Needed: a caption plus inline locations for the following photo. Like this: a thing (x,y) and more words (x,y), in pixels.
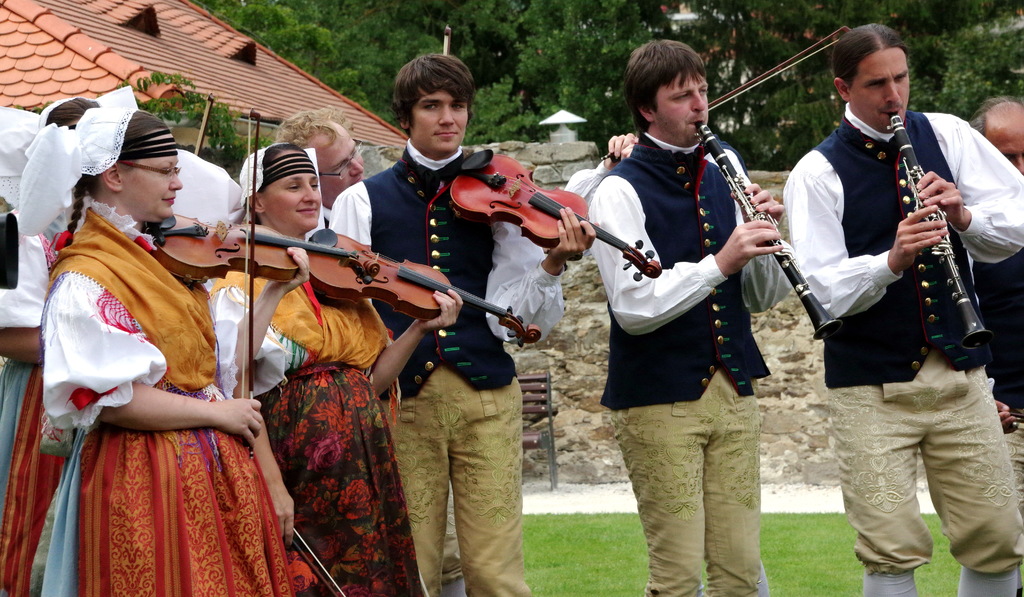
To the left side (270,333) there are two ladies (348,331) wearing a frock (269,350) and playing a violin (329,268). And to the right side (970,201) there are three men (636,209) standing with blue color jacket (874,220). Right side (905,223) two men (798,238) are playing musical instrument (980,324). And the man (417,233) in the middle (442,232) is playing violin (535,216). In the bottom (608,541) there is a grass (781,555). Behind them there is a stone wall (591,362). And on the top (453,40) there are some trees (516,42) and a roof (189,40) of the house (212,62).
